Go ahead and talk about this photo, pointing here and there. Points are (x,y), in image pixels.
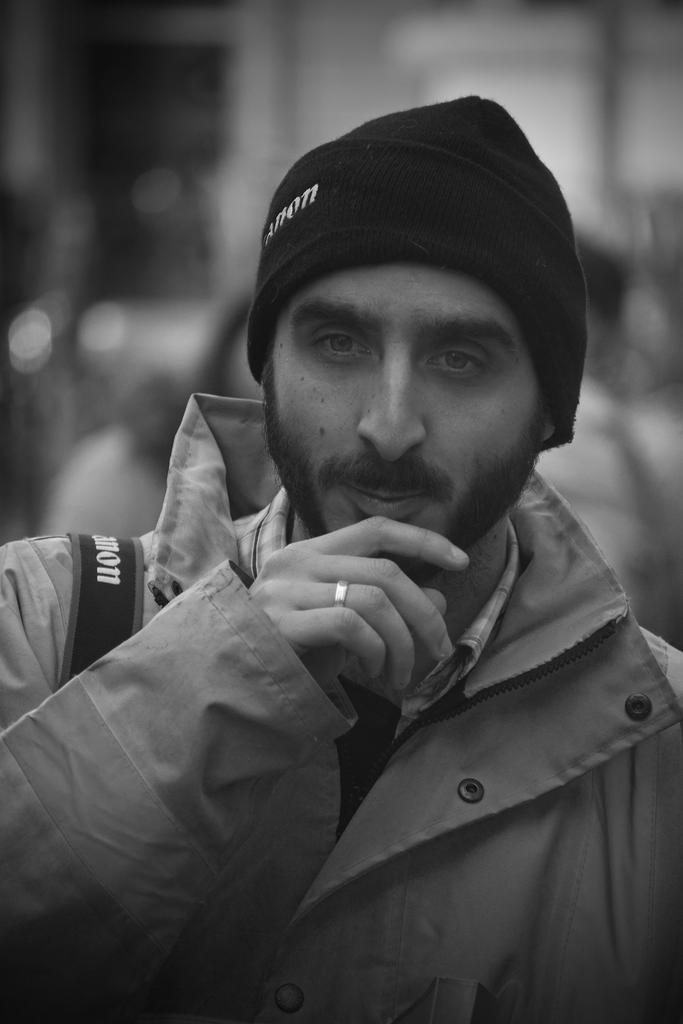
In the foreground (548,209) I can see a man (573,259). In the background (663,186) I can see a wall (310,96). This image is taken may be in a hall (156,267).
